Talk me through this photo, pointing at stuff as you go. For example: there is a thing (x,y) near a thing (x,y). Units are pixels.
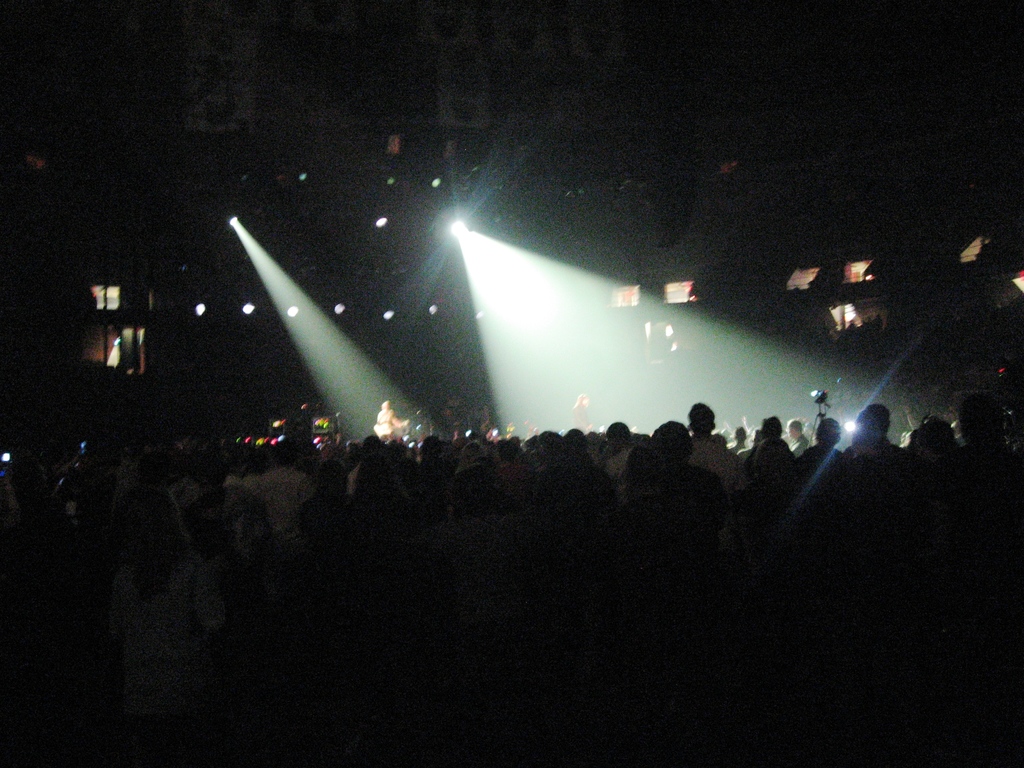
In this image we can see many people (563,468). In the background (452,369) the image is dark but we can see lights (585,303), object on a stand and we can see other objects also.
